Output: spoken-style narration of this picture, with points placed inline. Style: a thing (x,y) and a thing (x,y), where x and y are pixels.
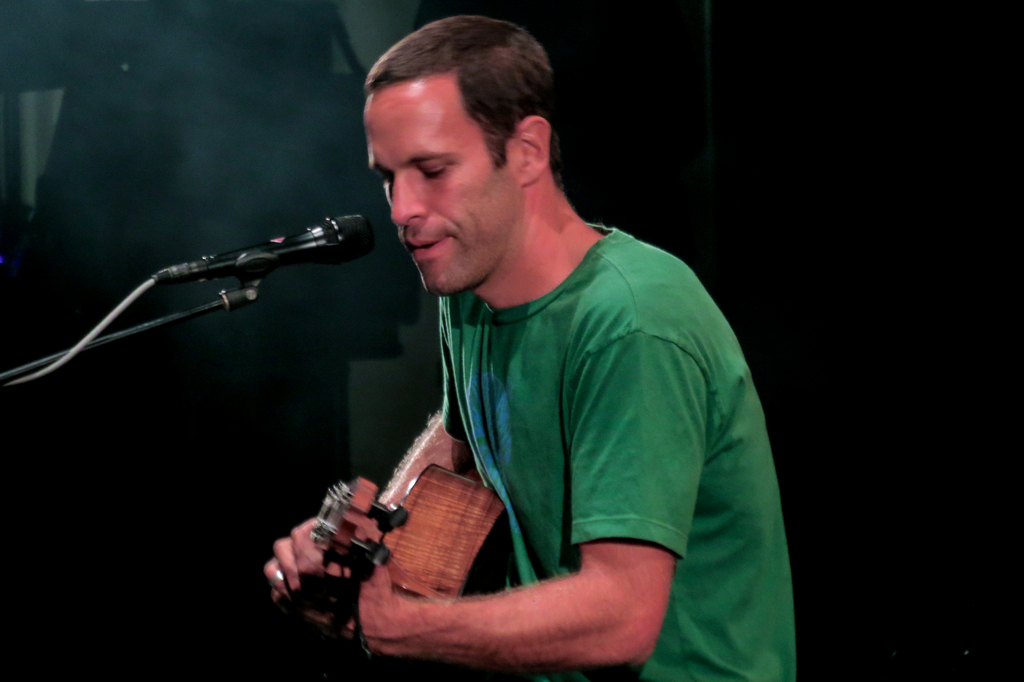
In this image we can see a person (591,490) playing a guitar (419,531) and there is a mic (208,263) in front of the person (401,475) with dark background (148,356).
